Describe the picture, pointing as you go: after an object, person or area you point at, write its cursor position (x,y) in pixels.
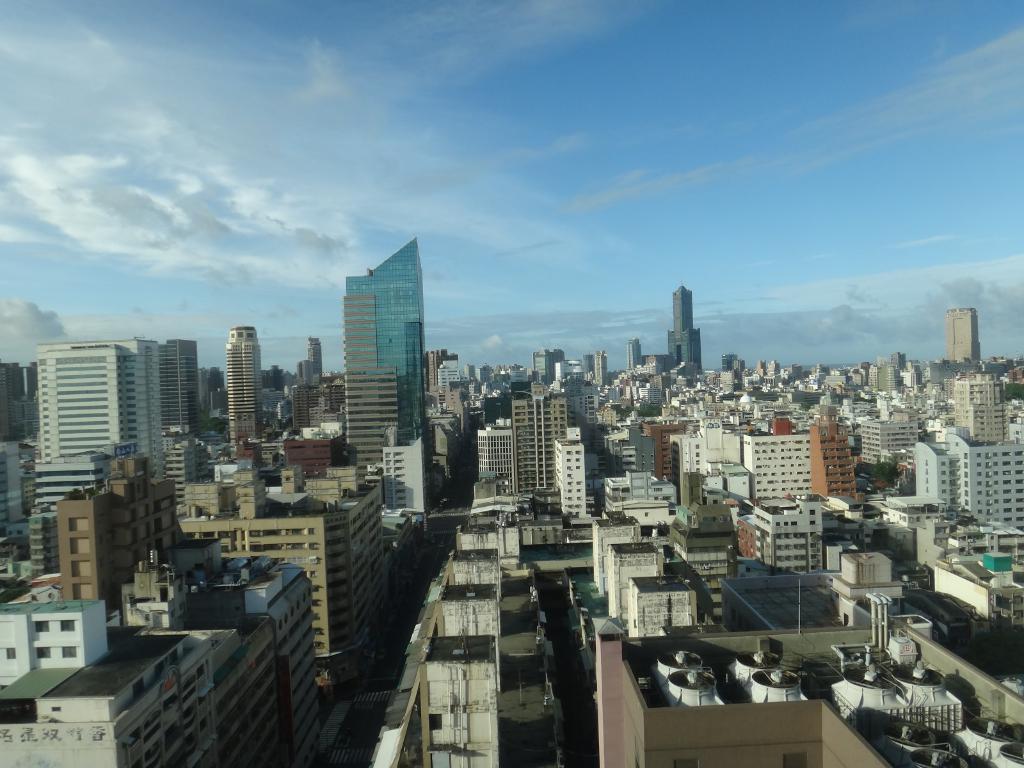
In this image we can see a group of buildings (726,502) with windows (812,524). On the backside (788,264) we can see the sky (626,227) which looks cloudy.
